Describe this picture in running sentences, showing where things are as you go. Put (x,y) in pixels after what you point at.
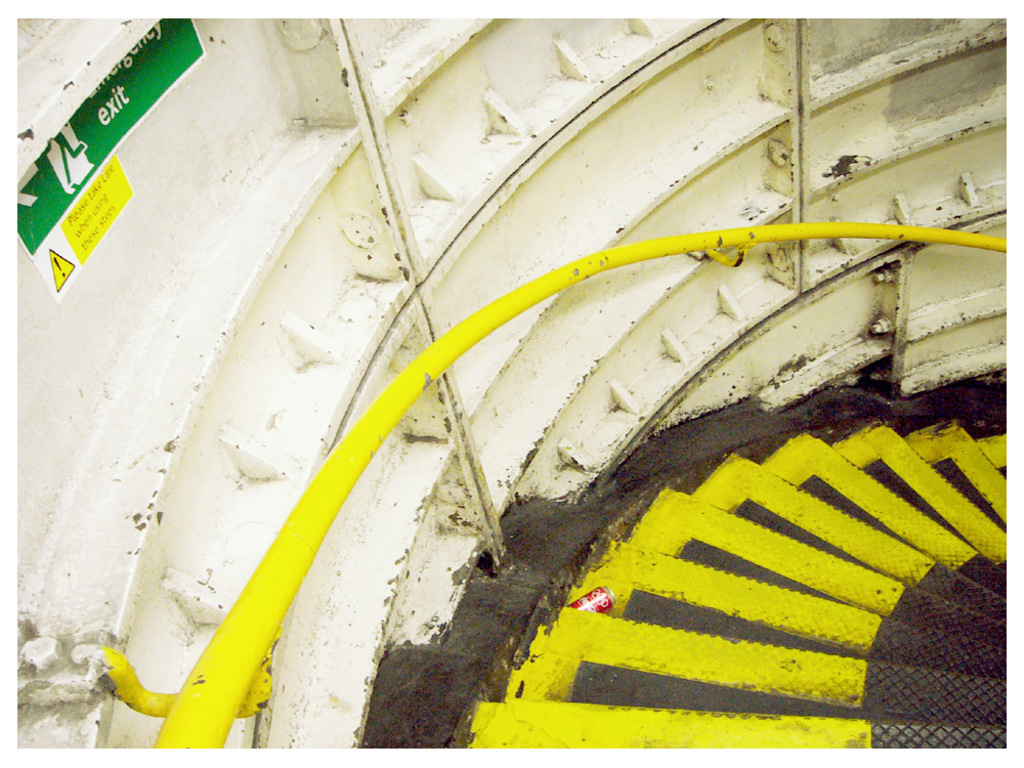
In this image we can see some stairs (792,634) which are in black and yellow color and in the background of the image (332,155) we can see white color surface (292,216) and there is some sign board (128,188).
